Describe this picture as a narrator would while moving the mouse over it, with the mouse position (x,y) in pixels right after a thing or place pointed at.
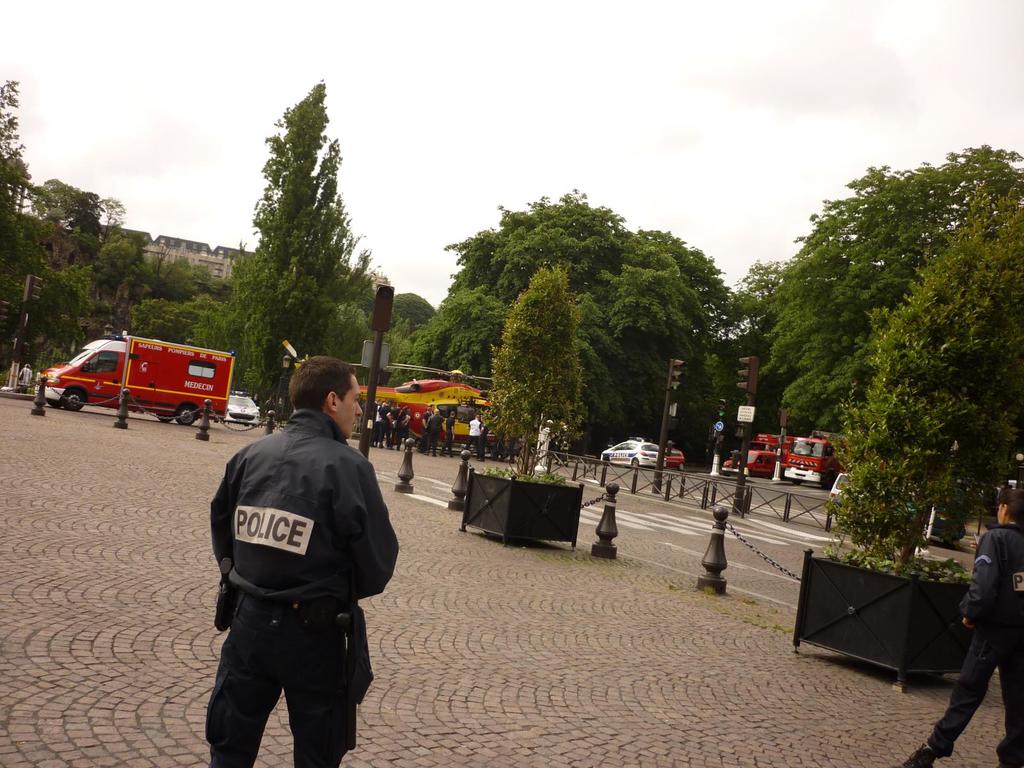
In this image I can see two persons (308,579) wearing black colored dresses (315,605) are standing, the ground (372,631), few black colored poles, few trees (467,341), few vehicles (820,468) on the road (440,478) and few persons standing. In the background (236,271) I can see few trees (236,271), few buildings (176,258) and the sky (393,70).
